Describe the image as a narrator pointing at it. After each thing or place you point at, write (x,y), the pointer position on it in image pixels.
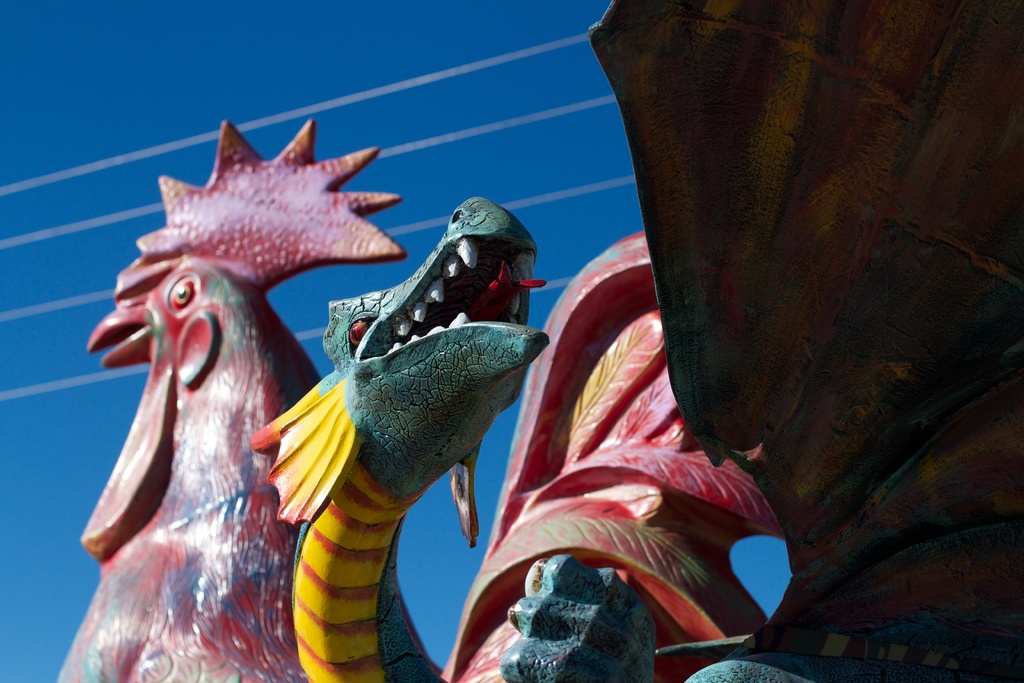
In this image we can see sculptures (509,342). In the background (333,147) there is sky (441,86) and we can see wires (355,96).
